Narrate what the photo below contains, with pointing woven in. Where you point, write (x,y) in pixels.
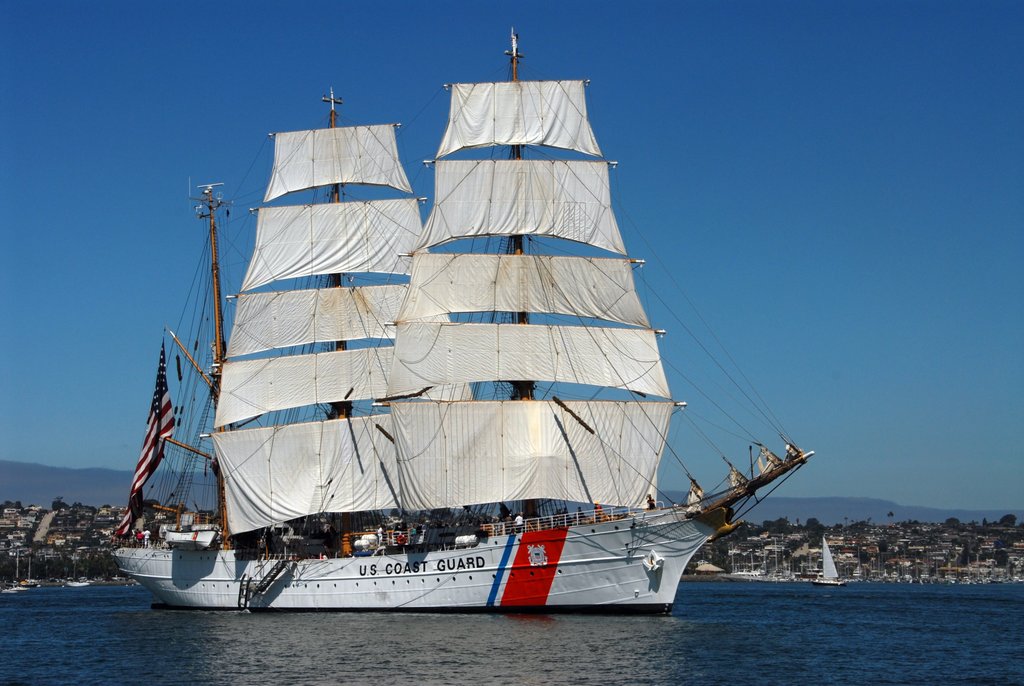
In the center of the image (466,370) we can see ships (425,597) on the water (624,623). In the background (915,542) there are buildings (781,537), trees (795,528), hills (108,483) and sky (160,256).
